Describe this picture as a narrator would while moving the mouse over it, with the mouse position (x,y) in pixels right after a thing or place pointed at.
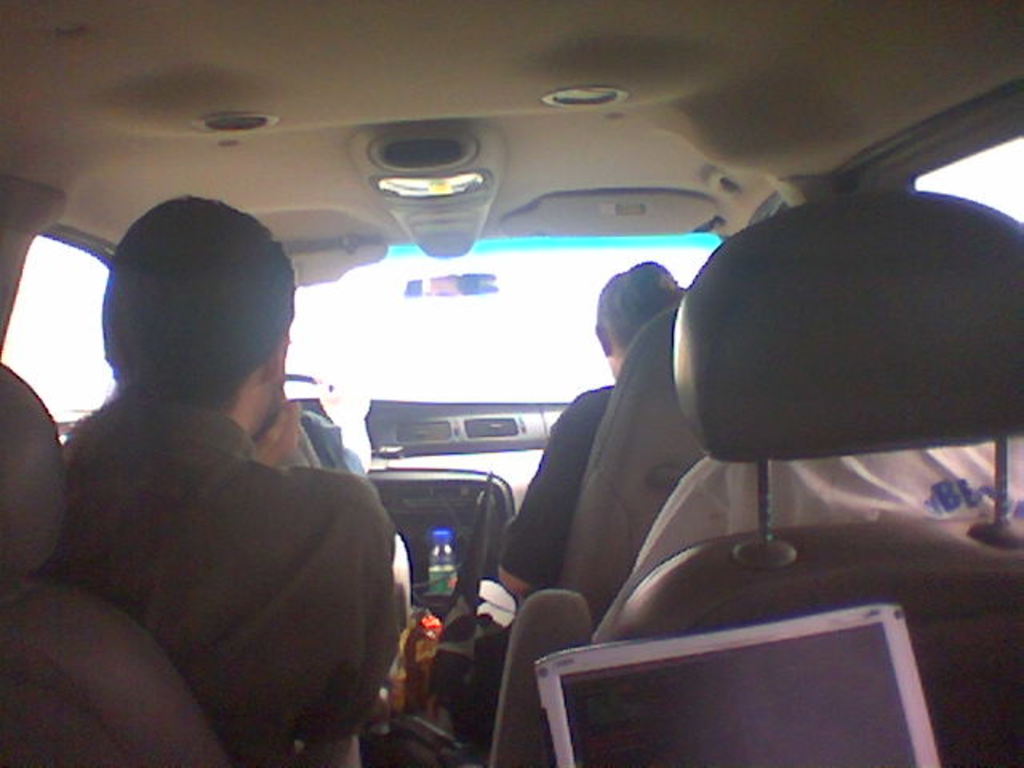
In this image I can see few people (624,318) inside a vehicle (936,65). I can also see a bottle (450,545).
